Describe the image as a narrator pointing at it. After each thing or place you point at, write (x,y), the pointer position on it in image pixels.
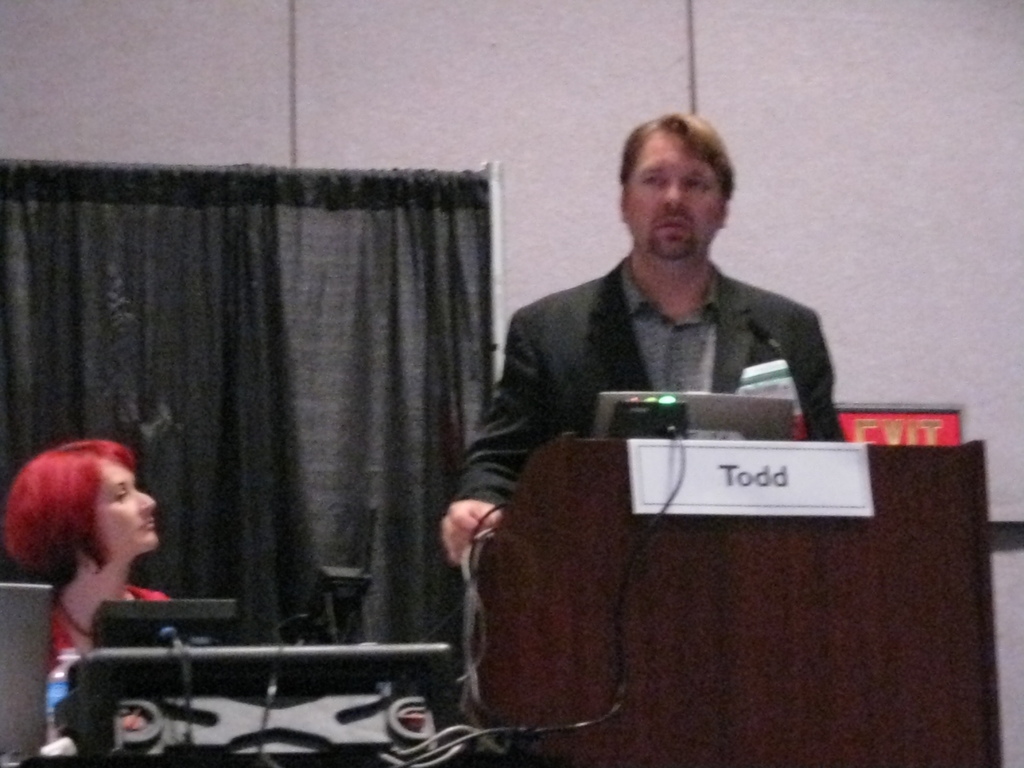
In-front of that person (634,217) there is a podium (511,580) with laptop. To that podium (991,684) there is a whiteboard (808,486). Left side of the image (81,448) we can see black curtain (200,387), woman (95,451) and things (224,721). Background (366,27) there is a white wall (746,166) and signboard (886,438).
